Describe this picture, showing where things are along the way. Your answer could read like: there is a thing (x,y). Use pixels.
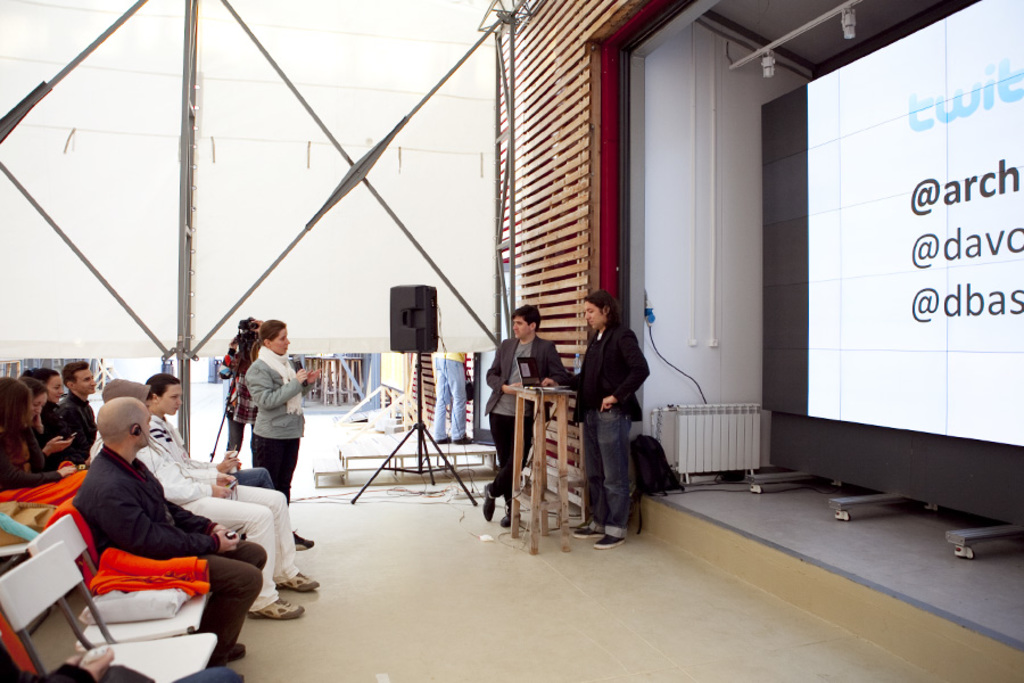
In this picture we can see some people (121,486) are sitting on the chairs (20,593), two people (603,487) are standing and talking.
